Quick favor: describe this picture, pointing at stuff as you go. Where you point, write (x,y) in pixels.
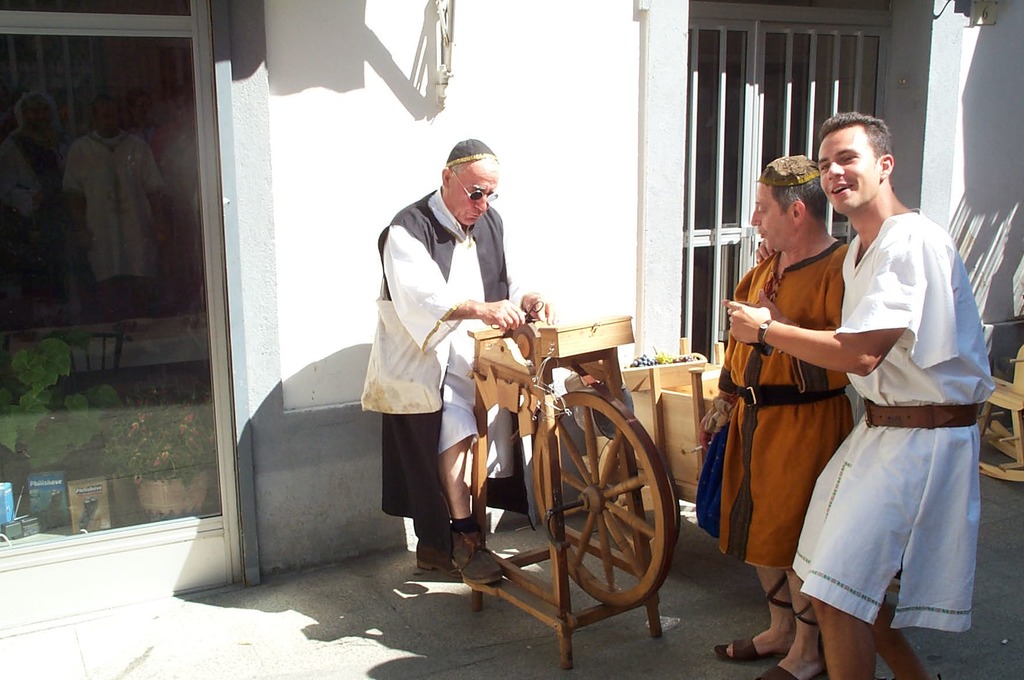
In this picture there are three persons (837,419) standing. At the back (392,539) there is a building (526,180) and there is a door (213,374) and there is a window (201,386). On the right side of the image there are objects (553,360). There is a plant (136,432) and there are objects (72,489) behind the door (90,444).
